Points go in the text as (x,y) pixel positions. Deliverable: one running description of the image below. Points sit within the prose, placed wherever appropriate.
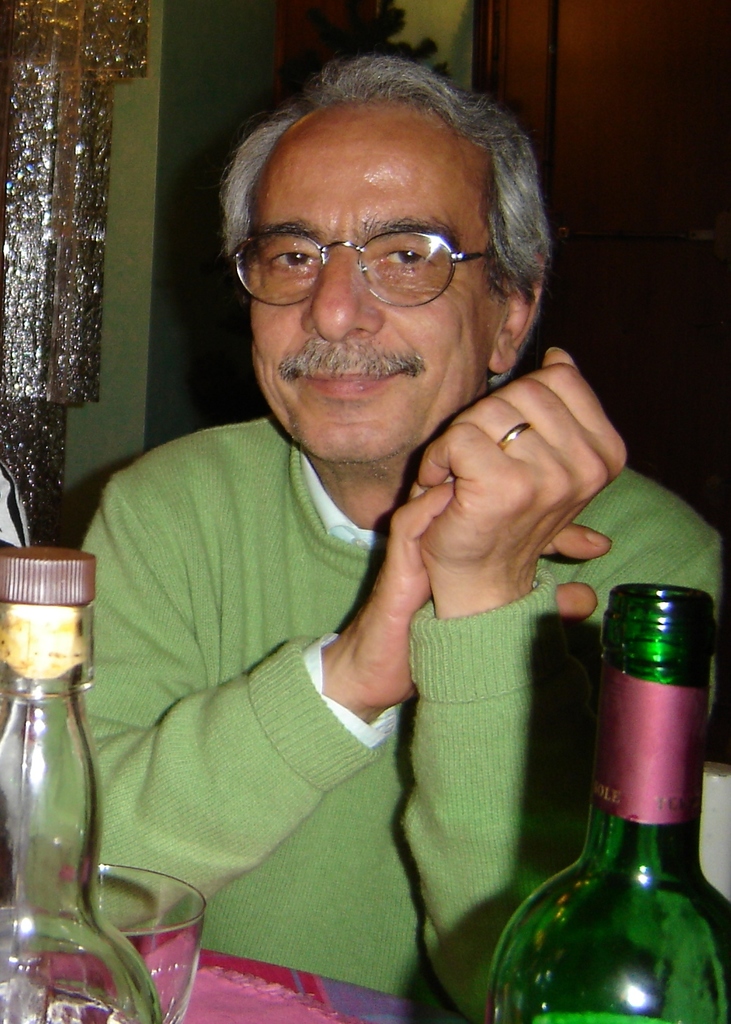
In the image we can see there is a man (452,444) who is sitting and on table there are wine bottles (61,932) and a glass (167,963).
